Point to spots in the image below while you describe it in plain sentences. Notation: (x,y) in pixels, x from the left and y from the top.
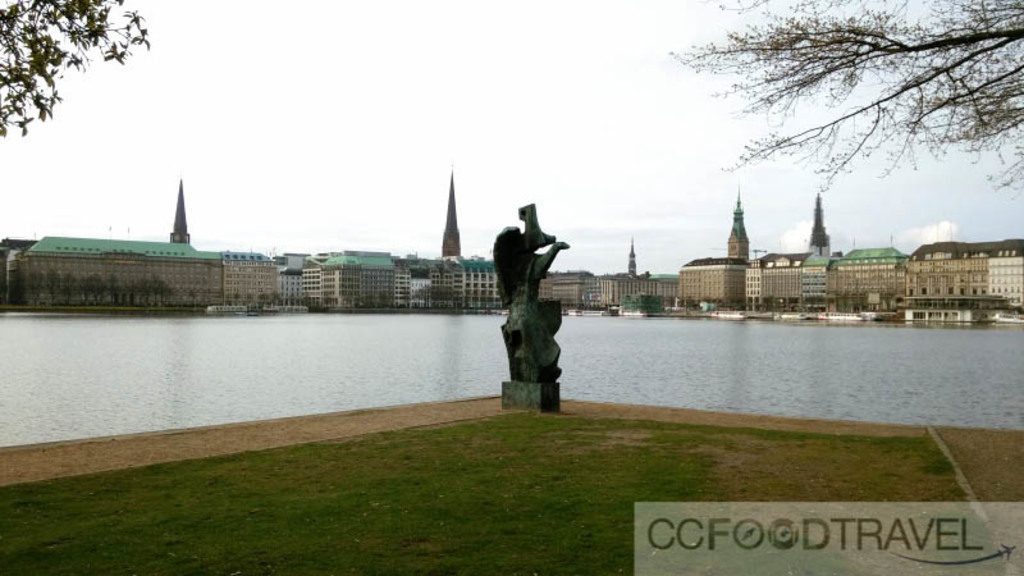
In this picture there is a statue (508,273) in the foreground (535,234). At the back (756,309) there are buildings (724,297) and trees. At the top (584,88) there is sky (674,108) and there are clouds (696,219). At the bottom (759,410) there is water (889,348) and there is grass (371,501) and there it looks like boats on the water (295,335).
